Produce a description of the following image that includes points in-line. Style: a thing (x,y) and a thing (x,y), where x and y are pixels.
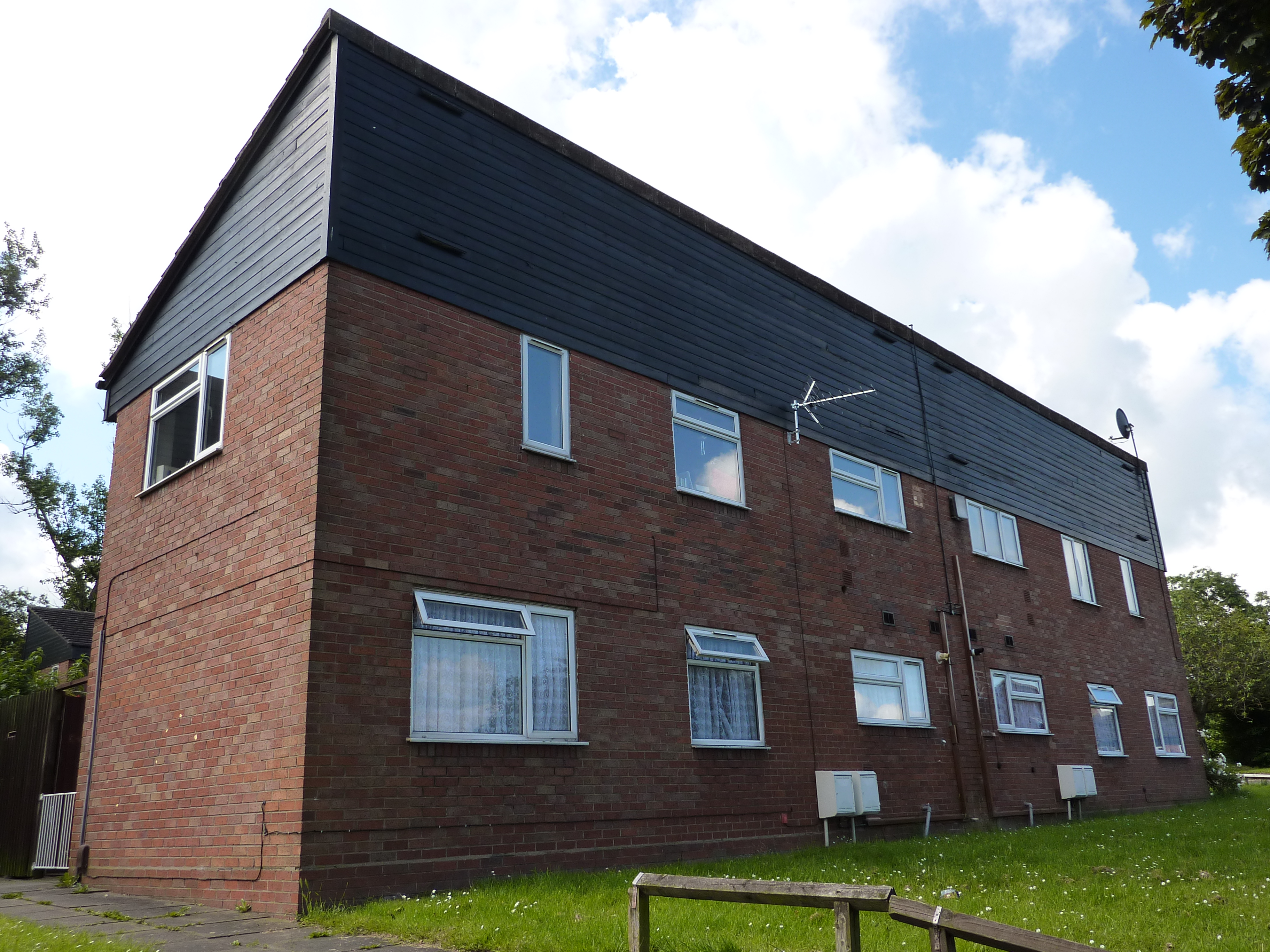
In this image there is a building (544,507) to which there are glass windows (882,482). At the bottom (1086,829) there is grass (1066,837). At the top (1054,106) there is the sky (1027,136). There are trees (63,553) on either side of the building (793,642). At the bottom (332,937) there is a path (281,931). Beside the path (262,937) there is a wooden fence (899,907).
